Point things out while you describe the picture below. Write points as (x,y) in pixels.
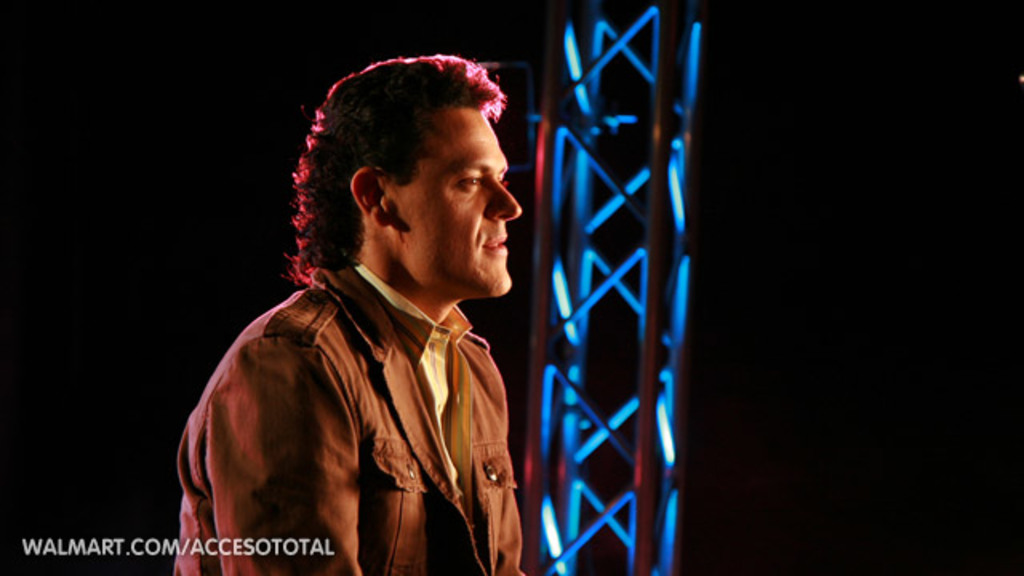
In this image we can see a person (432,299) wearing a dress (378,408). To the right side of the image (693,74) we can see a metal frame (617,276). In the bottom (83,551) we can see some text (199,549).
